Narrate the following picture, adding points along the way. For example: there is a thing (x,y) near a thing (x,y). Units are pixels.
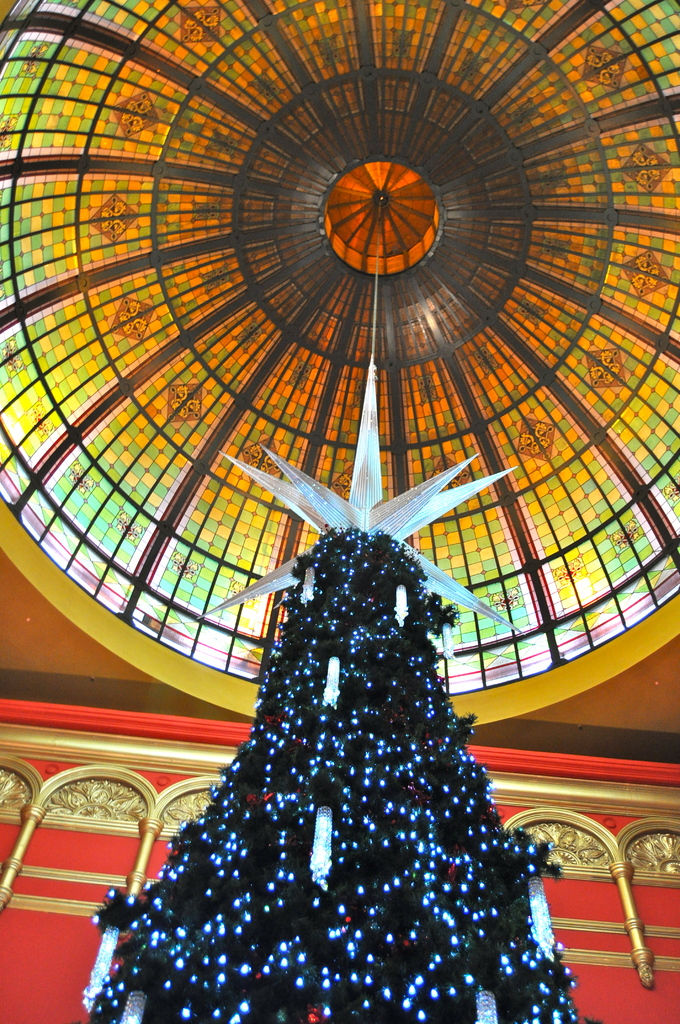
In this picture we can see a Christmas tree (413,891) in the middle (385,634), there are some lights (413,834) on the tree (259,878), in the background (89,923) there is a wall (26,901), it looks like ceiling design (369,244) at the top of the picture (379,193).
